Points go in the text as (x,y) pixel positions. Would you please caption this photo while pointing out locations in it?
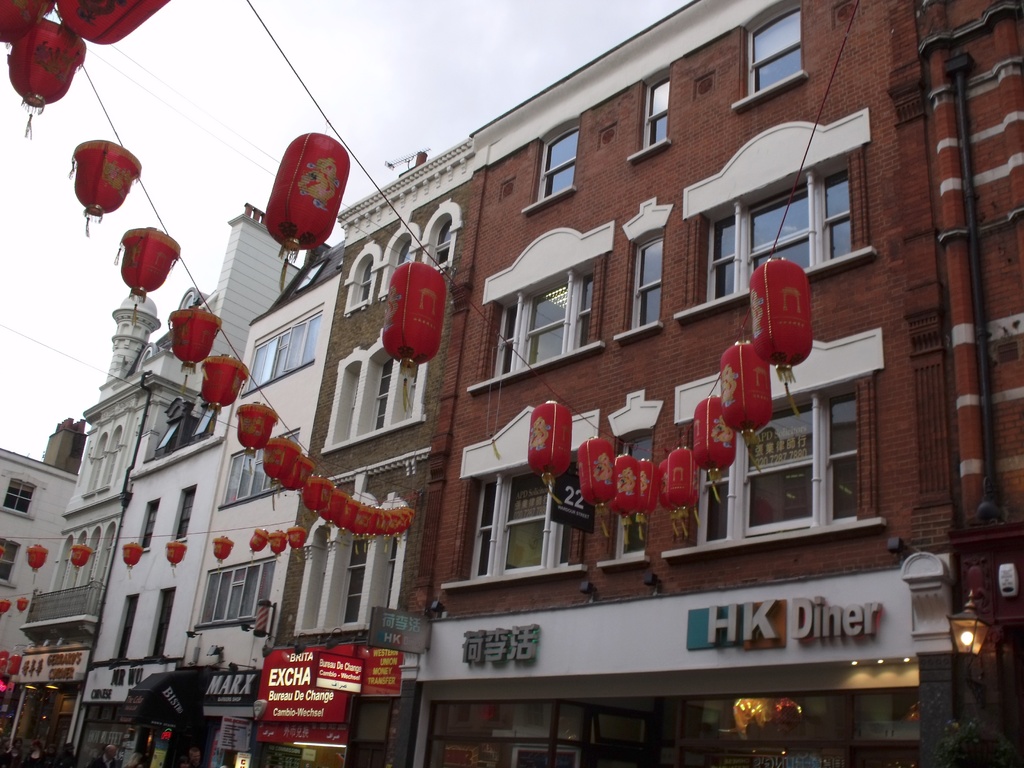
In this picture we can see the lanterns (15,673), name boards (372,669), lights (8,685), pipes (969,245), buildings (174,431) with windows (207,428) and some objects (225,670) and in the background (228,128) we can see the sky (102,311).
